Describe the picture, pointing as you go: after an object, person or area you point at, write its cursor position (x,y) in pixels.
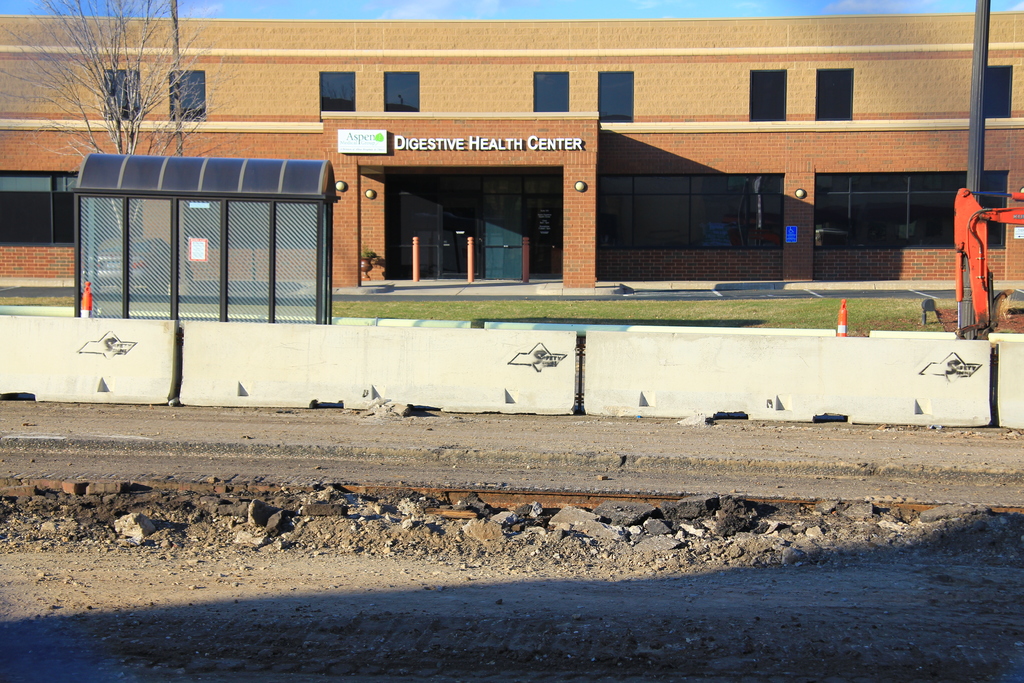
This is an outside view. At the bottom (387,599), I can see the ground (372,521). On the right side (984,173) there is a pole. On the left side (134,267) there is box (270,279) made up of net (136,206). At the back of it there is a tree (131,133). In the Background (585,175) there is a building (571,66). At the top of the image (349,12), I can see the sky (352,8).
